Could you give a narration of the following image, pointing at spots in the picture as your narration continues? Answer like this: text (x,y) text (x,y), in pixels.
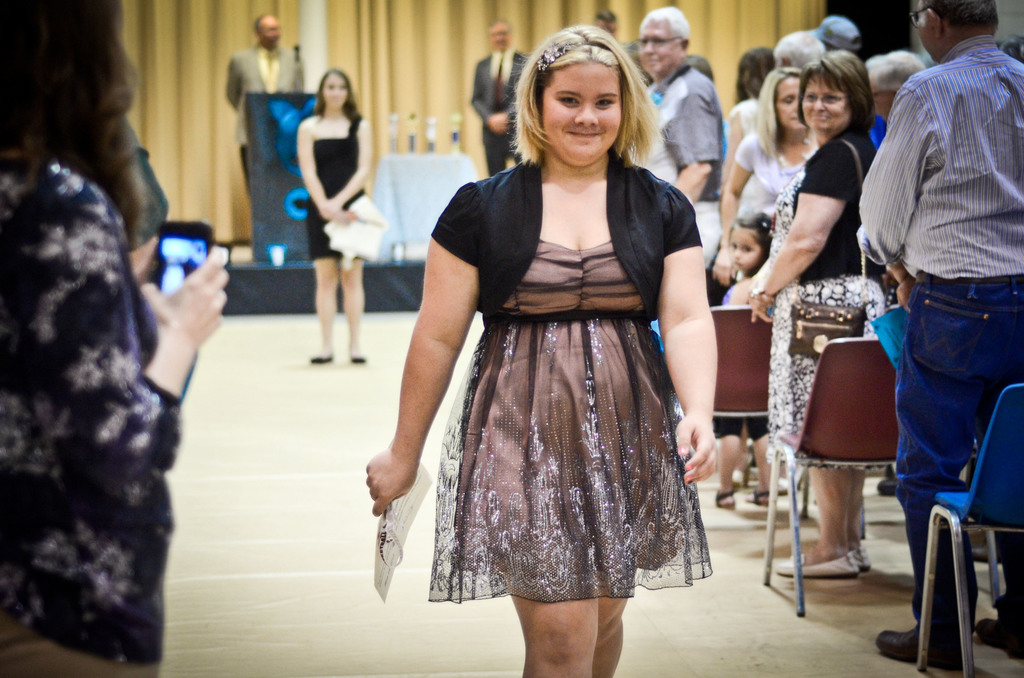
In the image there is a chubby girl (561,401) walking on the floor (327,566), on the other side there are people (746,263) standing, in the front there are few people (492,74) standing on the stage (269,305) and a woman (344,214) in black dress (348,168) standing in front of the stage (413,277) and behind it there is wall (205,116) with curtain (415,92) in front of it.
